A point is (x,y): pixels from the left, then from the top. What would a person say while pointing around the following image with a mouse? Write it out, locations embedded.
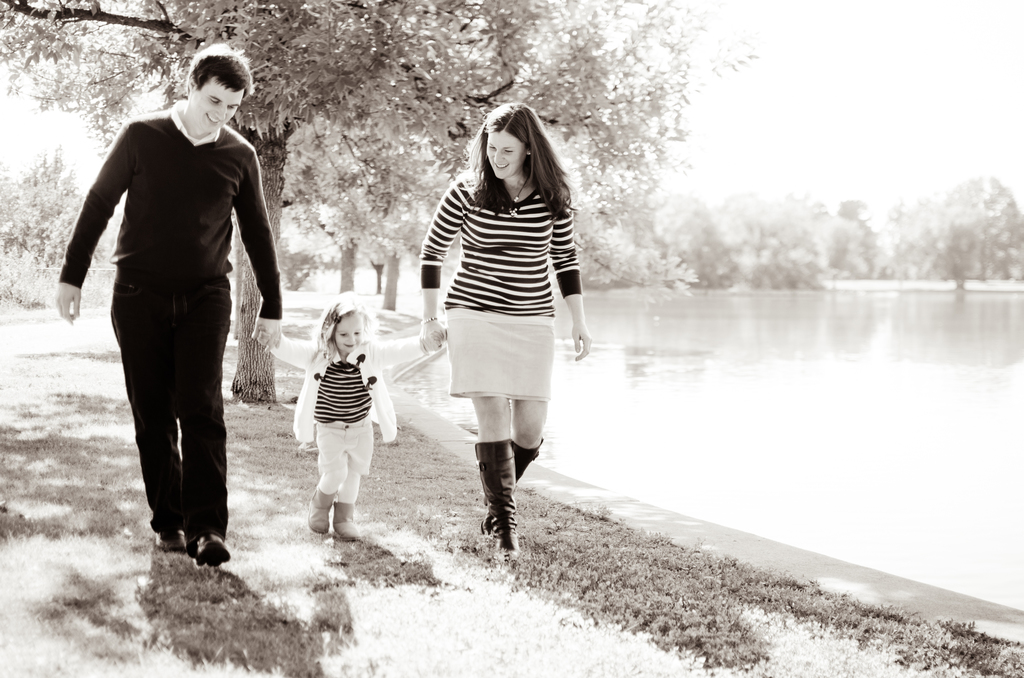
In the picture I can see a man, a woman (491,123) and a girl (389,428) are walking on the ground (297,593). In the background (773,421) I can see trees (693,216), water (769,363) and the sky (818,102). This image is black and white in color.
